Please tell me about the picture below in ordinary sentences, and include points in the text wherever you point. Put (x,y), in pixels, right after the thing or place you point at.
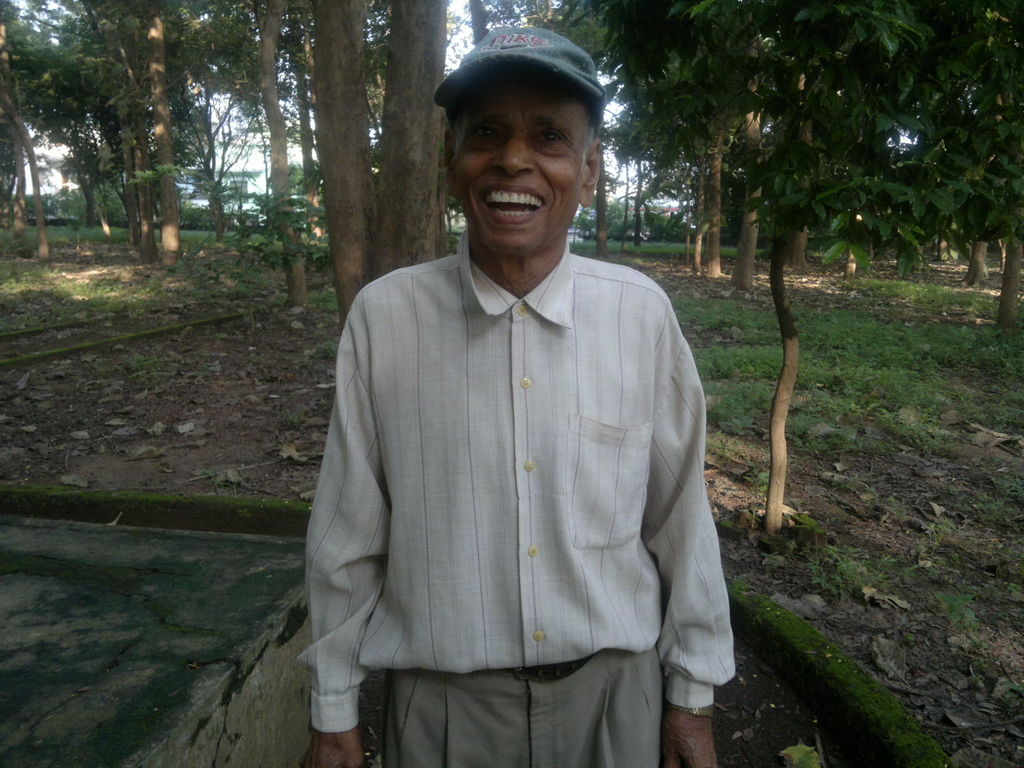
In the foreground of the image (462,311) there is a person (485,498) wearing a cap (564,70). In the background of the image (394,159) there are trees (384,155).
